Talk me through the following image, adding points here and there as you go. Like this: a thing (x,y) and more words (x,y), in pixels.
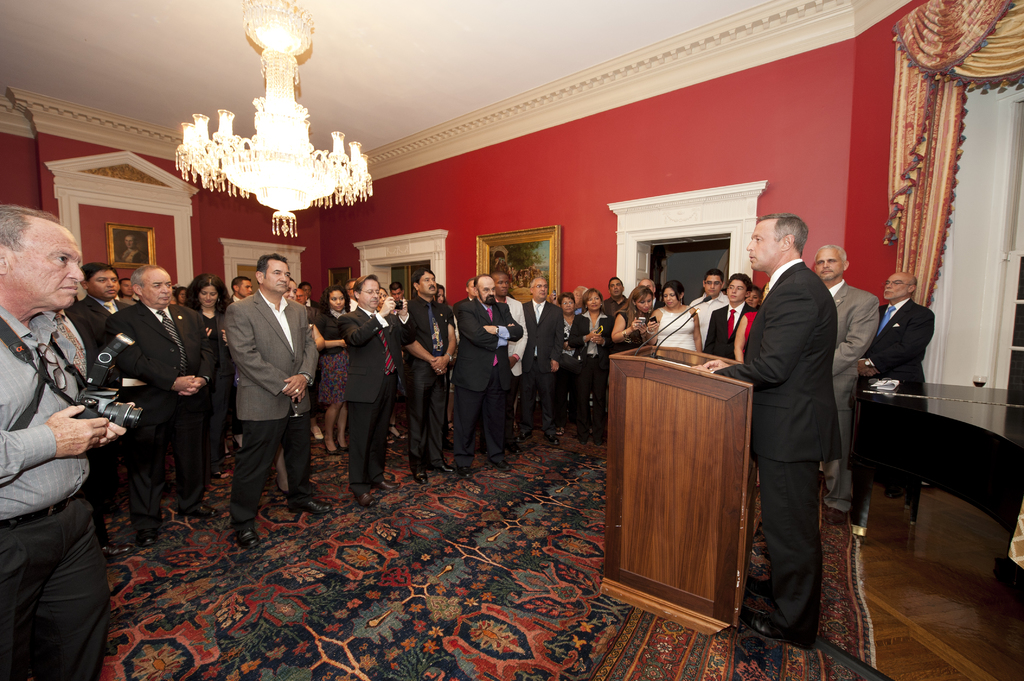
In this image I can see number of people (512,427) are standing and I can see all of them are wearing formal dress (813,555). On the right side of this image (702,424) I can see a podium (676,385) and on it I can see few mics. In the background (118,259) I can see few frames (131,225) on the walls (338,257) and on the top of this image (182,166) I can see on ceiling chandelier (286,77). I can also curtains (953,52) on the right side (910,253).
